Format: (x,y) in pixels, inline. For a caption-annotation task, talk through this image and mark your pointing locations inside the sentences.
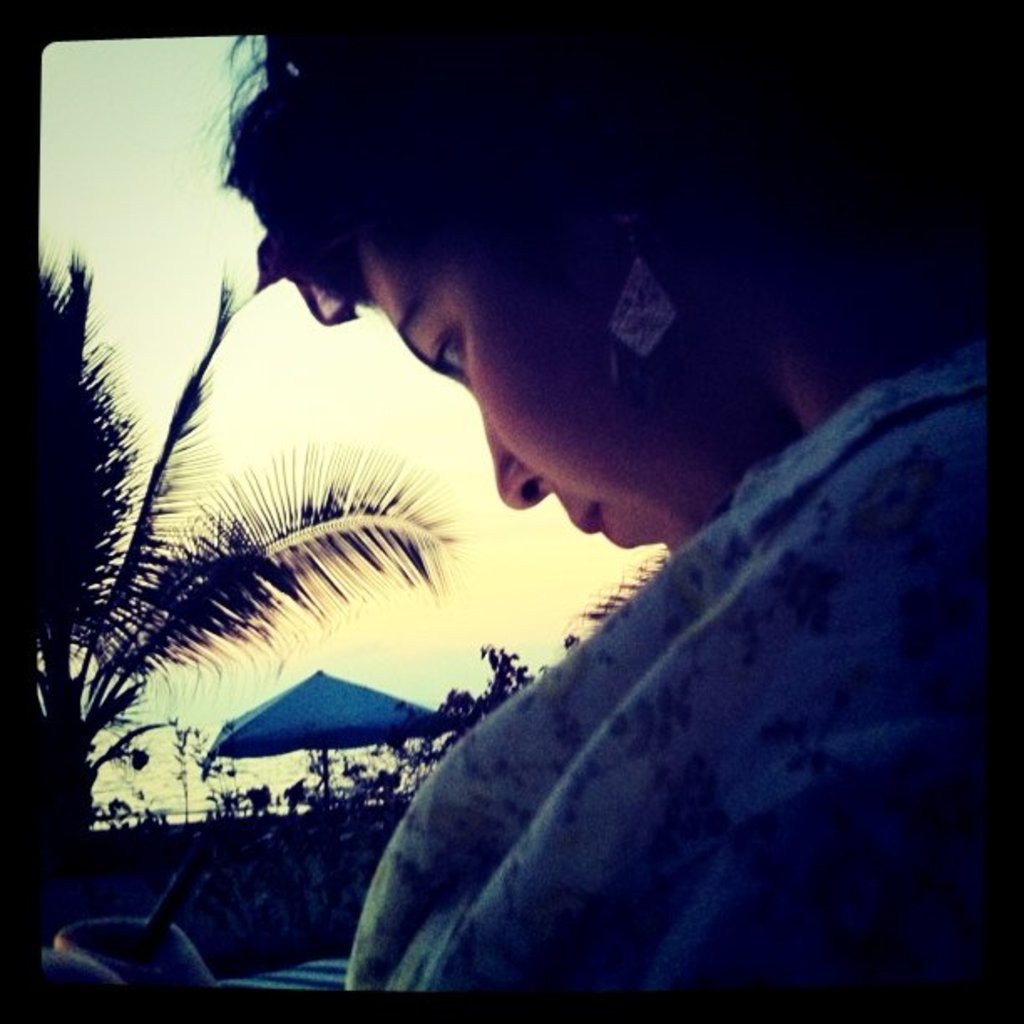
In the background (411,452) we can see the sky (480,445). In this picture we can see the plants (189,826) and an umbrella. On the left side of the picture (51,490) we can see a tree (141,573). This picture is mainly highlighted with a woman (683,747) and it seems like she is holding a pen (161,921).
